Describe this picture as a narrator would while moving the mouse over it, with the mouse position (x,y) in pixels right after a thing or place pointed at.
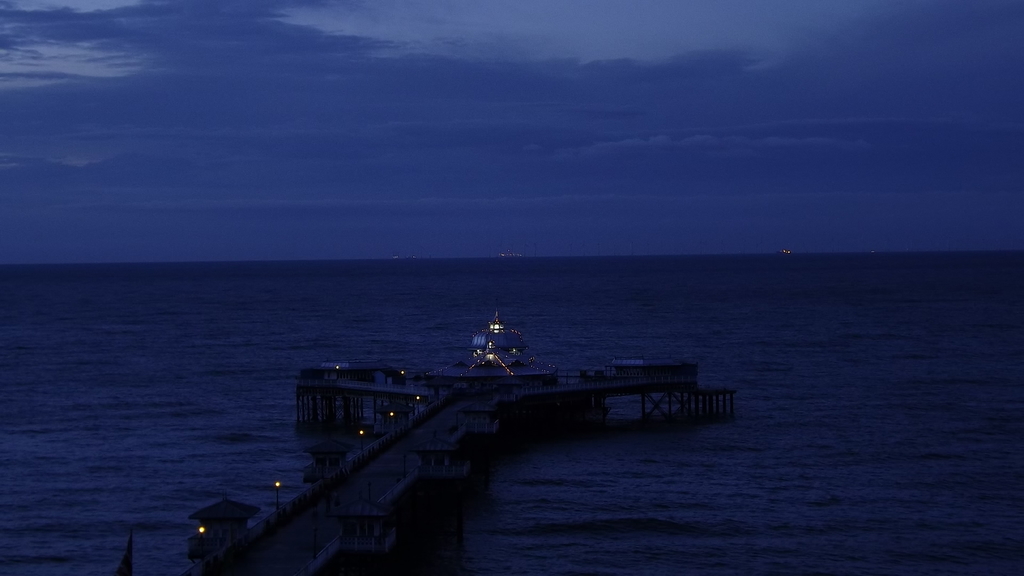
In the picture I can see the bridge construction (505,410) in the water (576,479) and I can see the light poles (389,414). I can see the pier house construction (507,343) on the bridge (478,389) and it is in the middle of the picture (506,380). There are clouds (458,88) in the sky (660,86).
